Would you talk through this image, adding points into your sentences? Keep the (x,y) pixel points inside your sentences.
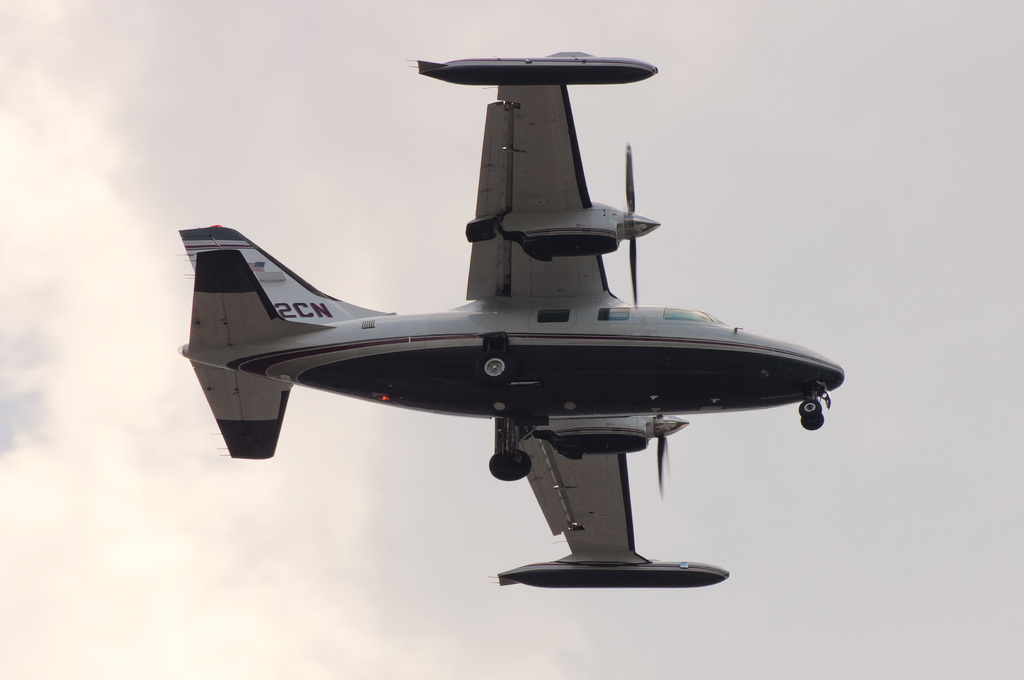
In this image there is an aircraft (594,346) flying on a sky (576,101). And at the top (829,199) there is a sky (665,218) with clouds (176,219).
